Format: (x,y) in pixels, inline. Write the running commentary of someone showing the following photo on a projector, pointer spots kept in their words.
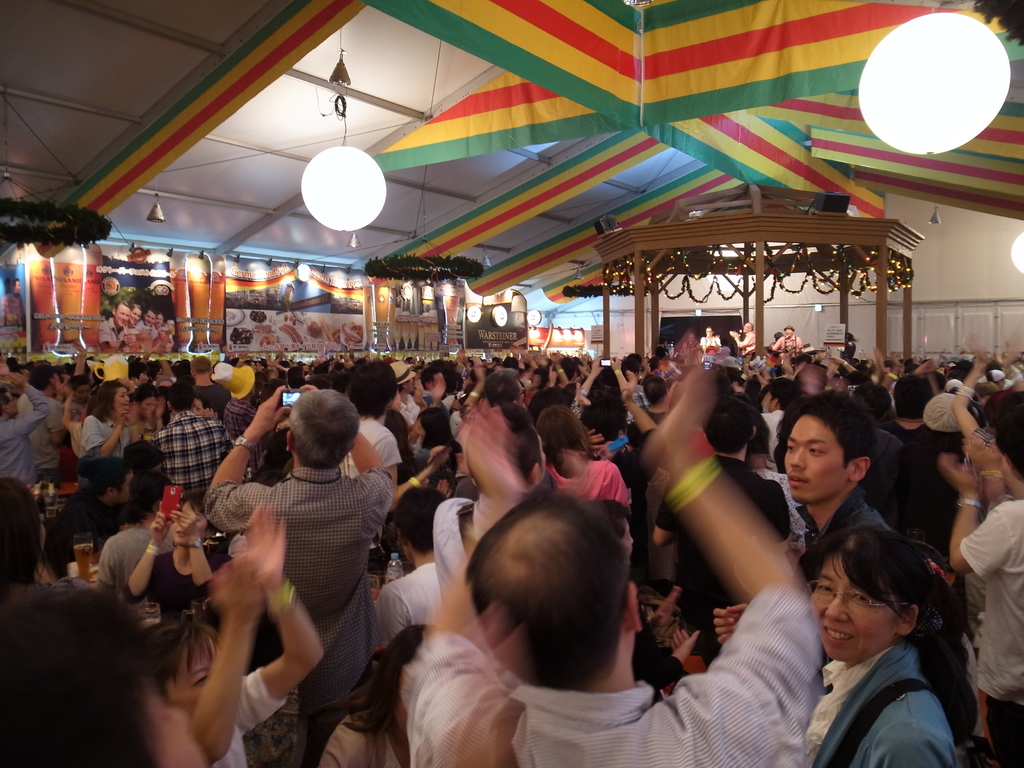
in this image I can see the group of people (559,594). These people (567,525) are wearing the different color dresses (415,577) and I can see few people (334,599) are holding the mobiles (170,496) and few are wearing the hats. In the back (261,334) I can see some banners (277,343) are attached to the wall (314,349). In the top (471,217) I can see the colorful clothes (623,96) are decorated.
